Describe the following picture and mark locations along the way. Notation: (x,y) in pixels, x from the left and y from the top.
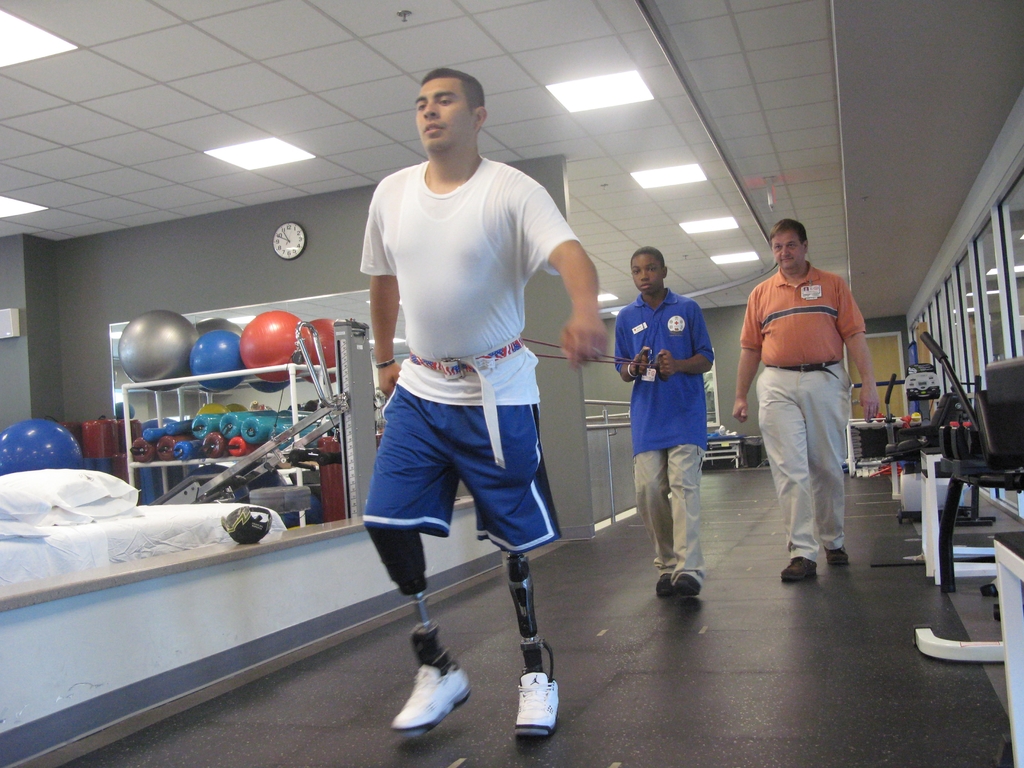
In this image, we can see a few people (802,282). We can see the ground (659,653). We can see the wall (182,311) with some objects (322,360). We can also see some balls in a metal object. We can see a clock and the roof (917,285) with some lights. We can also see some objects (1014,571) on the right (918,514).
